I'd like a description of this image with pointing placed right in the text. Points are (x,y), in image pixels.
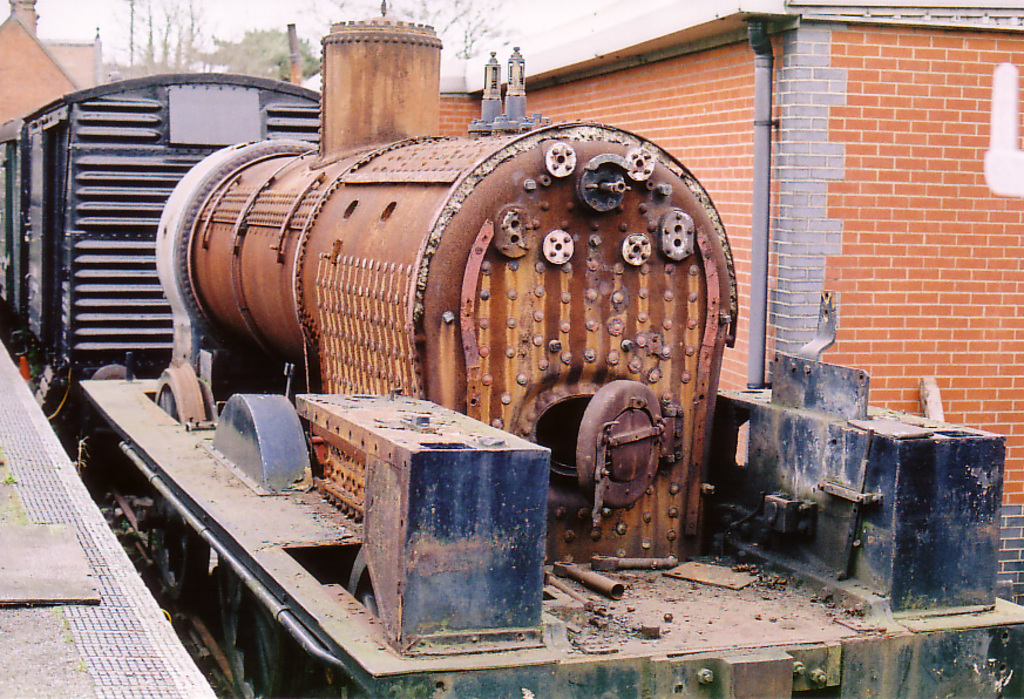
In the picture I can see a train (212,331). In the background (801,266) I can see buildings (790,197), pipe (768,152) attached to a brick wall (786,157), trees (255,60) and some other objects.
